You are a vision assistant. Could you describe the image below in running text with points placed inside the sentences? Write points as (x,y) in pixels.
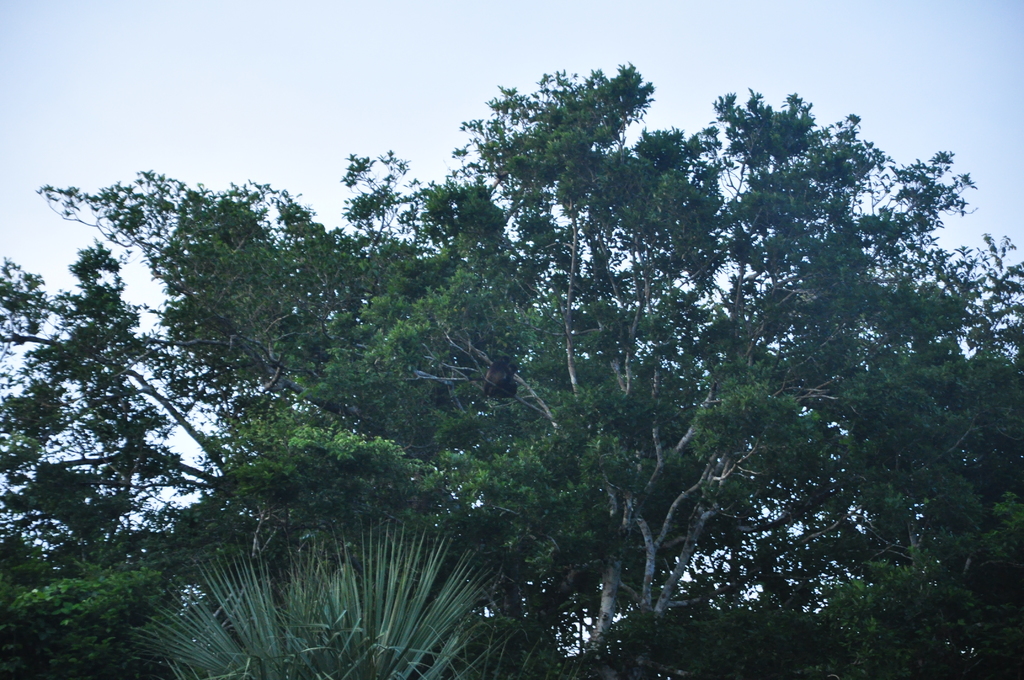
In this image we can see trees (491,482). In the background (441,80) there is sky (417,90).
